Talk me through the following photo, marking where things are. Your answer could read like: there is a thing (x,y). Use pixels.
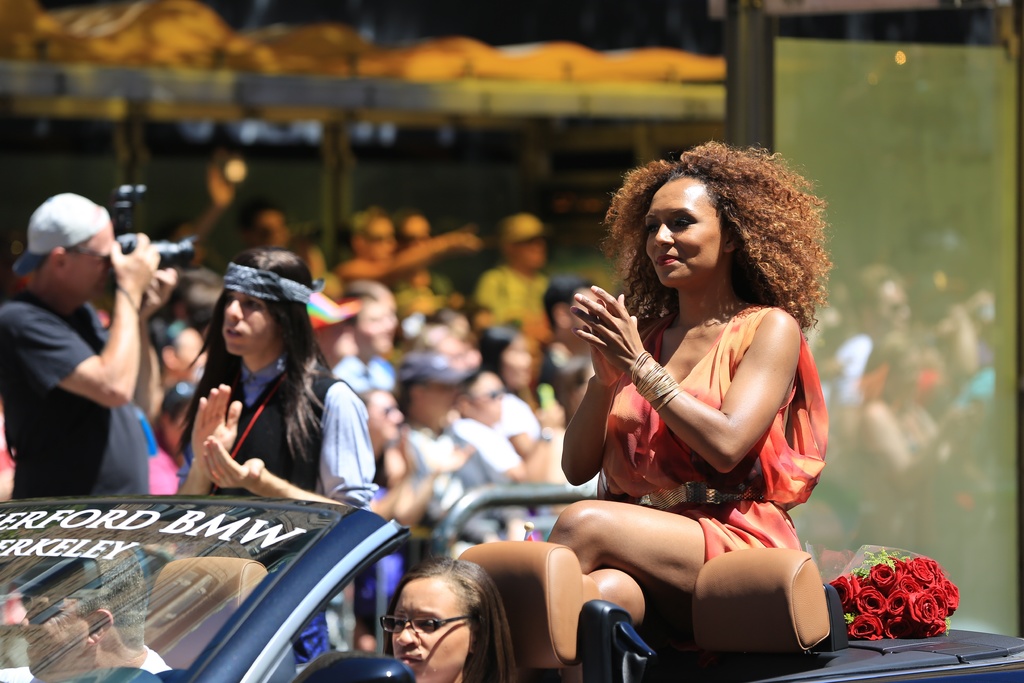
In this picture, we see many people (488,425) standing. On the right (748,539), we see woman (594,436) sitting on top of the car (700,645) and she is clapping. We can see two other (424,658) are also sitting in the car (246,604). On left (95,441), we see men (101,431) with black t-shirt (114,432) and wearing white cap (52,206) is clicking photos on camera (168,248). Beside him, we see woman (350,450) clapping her hands (261,469).
